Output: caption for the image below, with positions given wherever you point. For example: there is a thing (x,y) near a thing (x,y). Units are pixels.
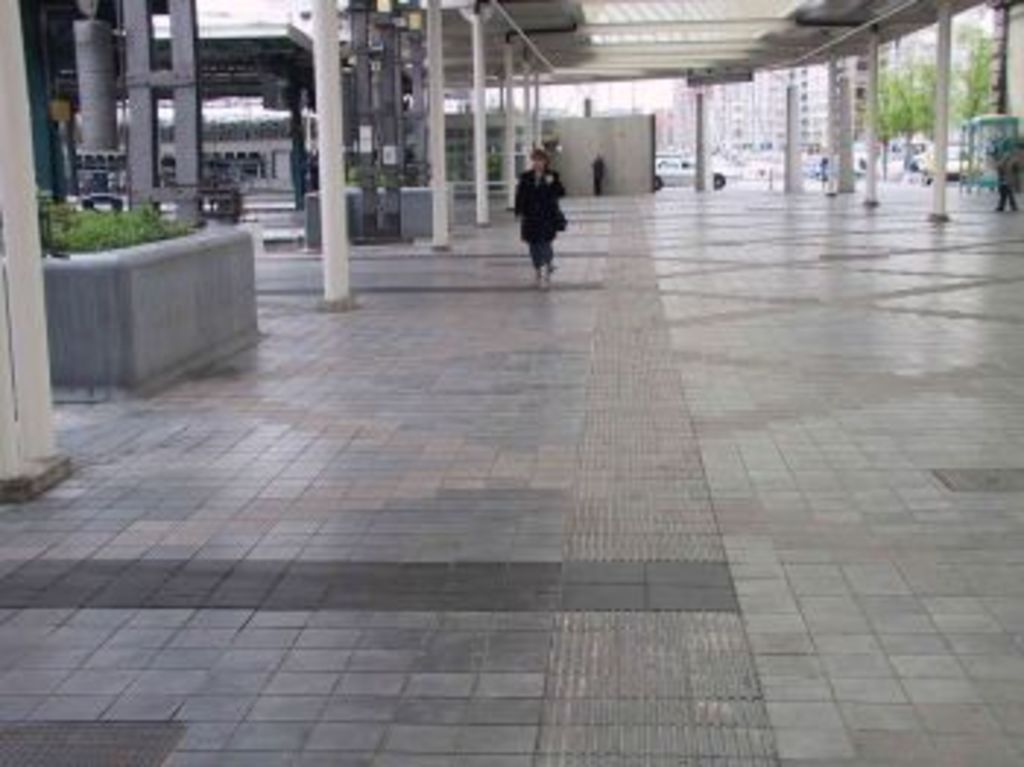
In this picture we can see a person (529,229) is walking on the walkway (531,306). On the left (324,173) and right side of the person (545,226), there are pillars (331,193). At the top of the image (770,122), there are trees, a vehicle (691,167) and buildings (779,107). On the left side of the image (93,241), there are plants (90,229).
